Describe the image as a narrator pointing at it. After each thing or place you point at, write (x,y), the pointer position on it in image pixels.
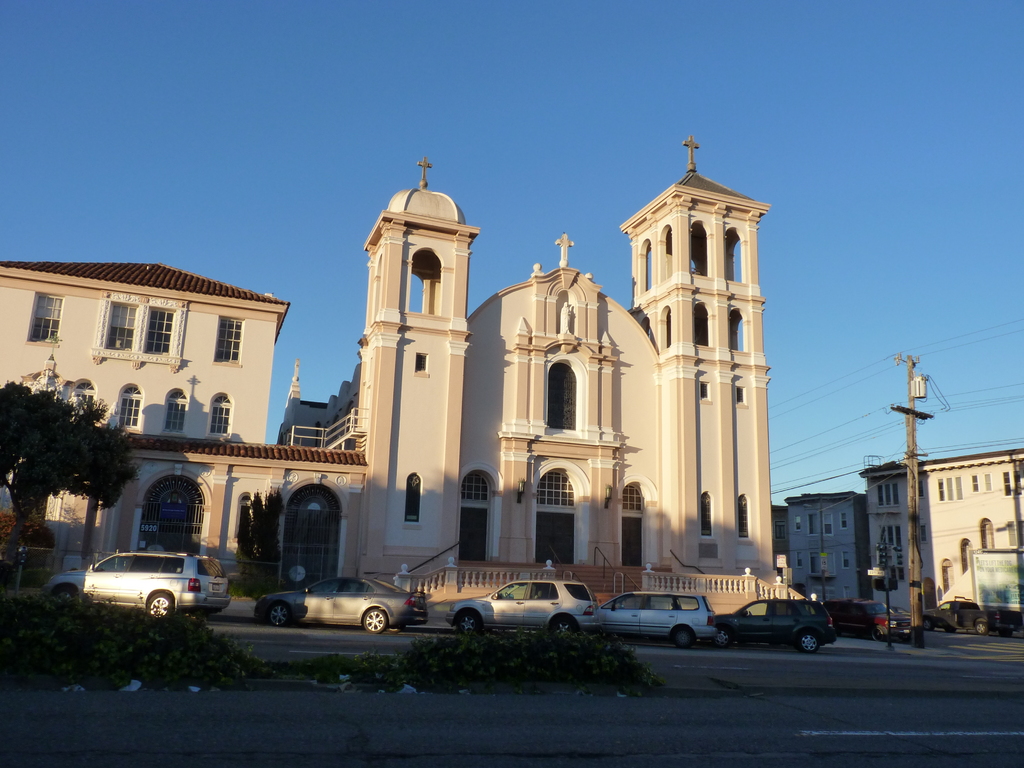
In this picture there are vehicles (807,621) on the road (876,650) and there are buildings (768,484). On the right side of the image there are poles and there are wires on the poles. On the left side of the image (36,407) there are trees (10,514). At the top (331,119) there is sky (357,121). At the bottom (366,684) there is a road (527,755) and there are plants (354,670).
